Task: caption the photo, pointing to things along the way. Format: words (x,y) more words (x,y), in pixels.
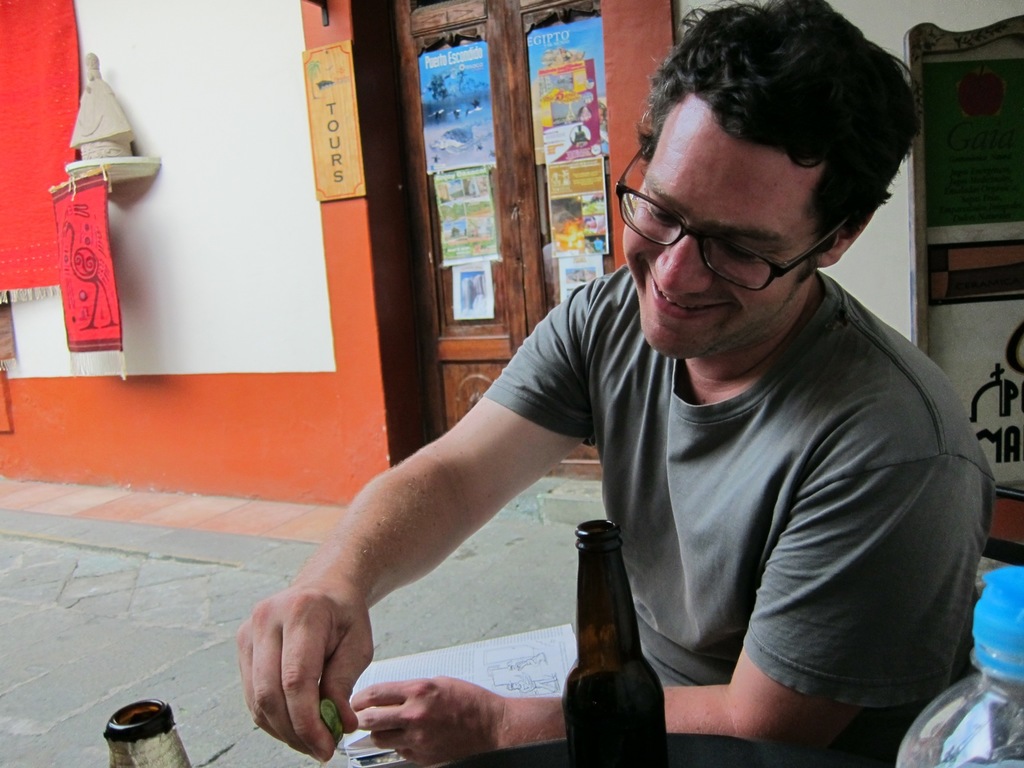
In this picture there is a man (785,576) sitting at the table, smiling and wearing spectacles (737,262) in front of him. There is a bottles (600,698) placed on the table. In the background (315,322) there is a wall (273,188) and a door (439,260) to which some papers (467,166) were stuck.
